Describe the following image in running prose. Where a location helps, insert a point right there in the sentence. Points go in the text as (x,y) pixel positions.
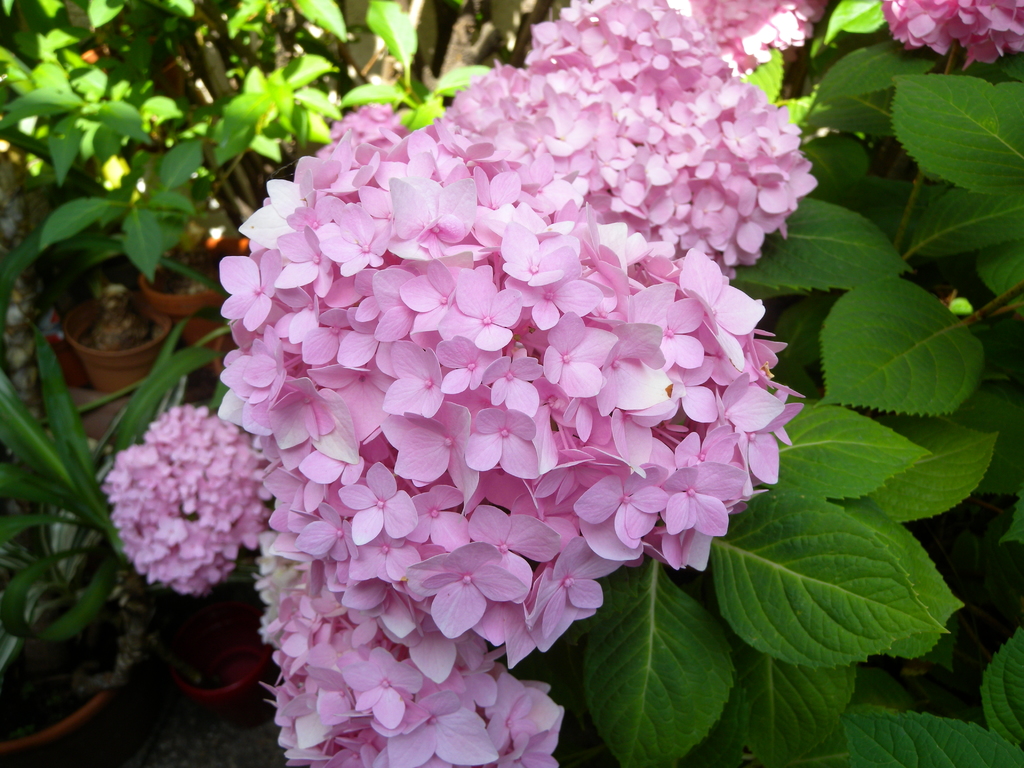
In this image I can see lots of flowers (191,413) over here and they are in pink in color. In the background (398,24) I can see few plants (1014,717) and a few pots (122,317).
